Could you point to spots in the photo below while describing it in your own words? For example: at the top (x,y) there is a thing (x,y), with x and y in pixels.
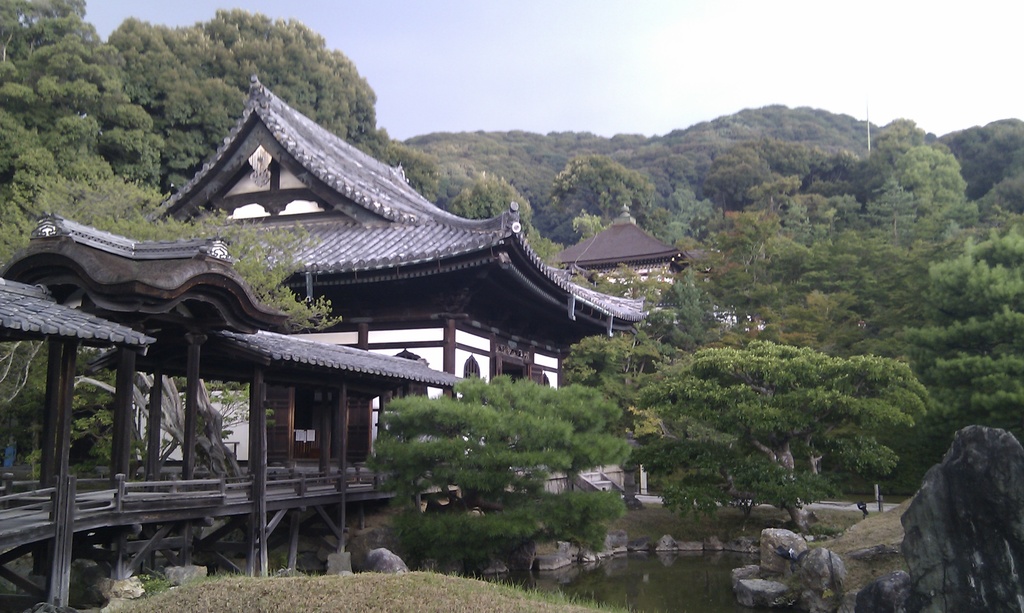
In the center of the image (355,266) we can see japanese temples (441,350). In the background of the image (947,227) trees (774,212) are present. At the bottom of the image (689,569) water (722,555) and rocks (763,556), grass (487,580) are there. At the top of the image (587,79) sky (603,79) is present.
